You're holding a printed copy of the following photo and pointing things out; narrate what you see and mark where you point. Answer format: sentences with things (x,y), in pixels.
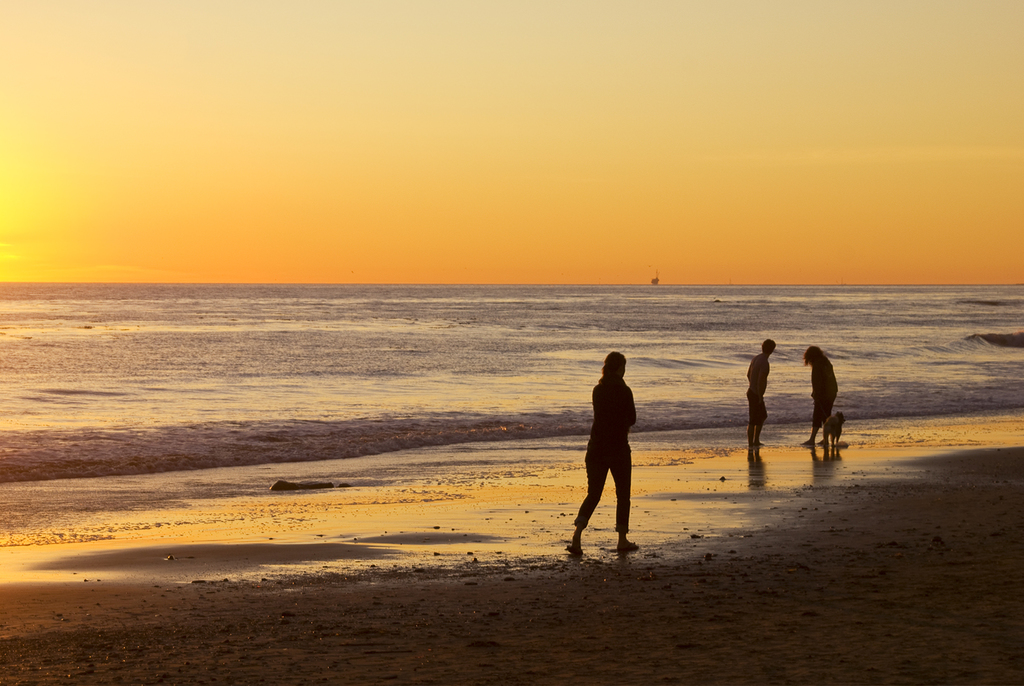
In the middle of the image (614,365) three persons (815,416) standing and there is an animal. Behind them there is water (571,432). At the top of the image (129,0) there is sky (1006,202).
